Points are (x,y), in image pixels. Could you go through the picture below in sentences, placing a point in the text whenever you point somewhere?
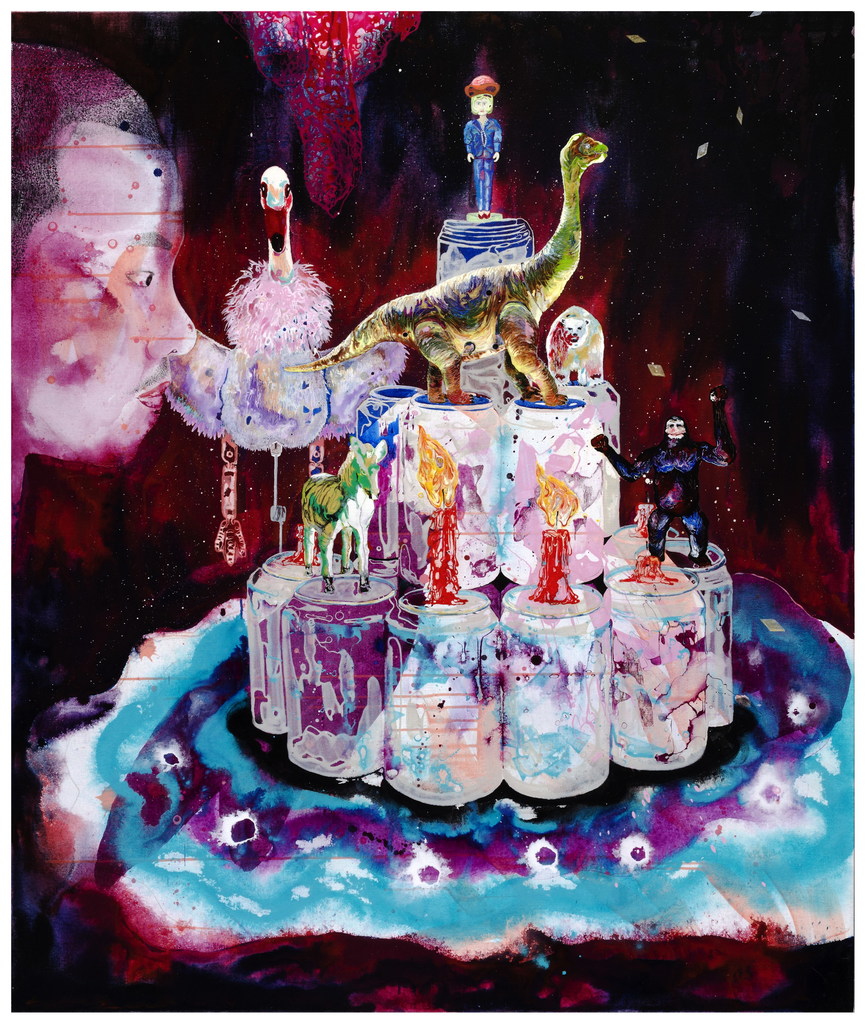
It's a painting, in the left side (129,448) a man (95,373) is there it is a toy (477,213) which is in the shape of a boy (487,164).
